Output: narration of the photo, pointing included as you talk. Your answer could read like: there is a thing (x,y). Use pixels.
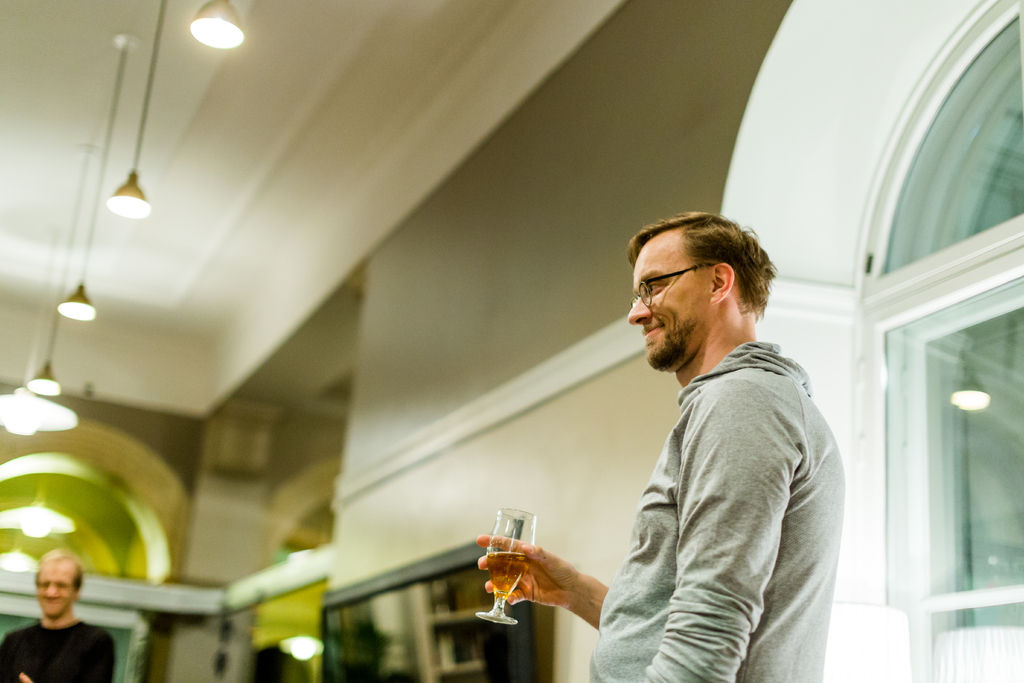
In this image i can see a person (670,648) standing, holding a wine glass (498,533) in his hands (522,579). In the background (564,491) i can see a wall (440,279), ceiling (271,167), few lights (117,198) and another person (38,591).
